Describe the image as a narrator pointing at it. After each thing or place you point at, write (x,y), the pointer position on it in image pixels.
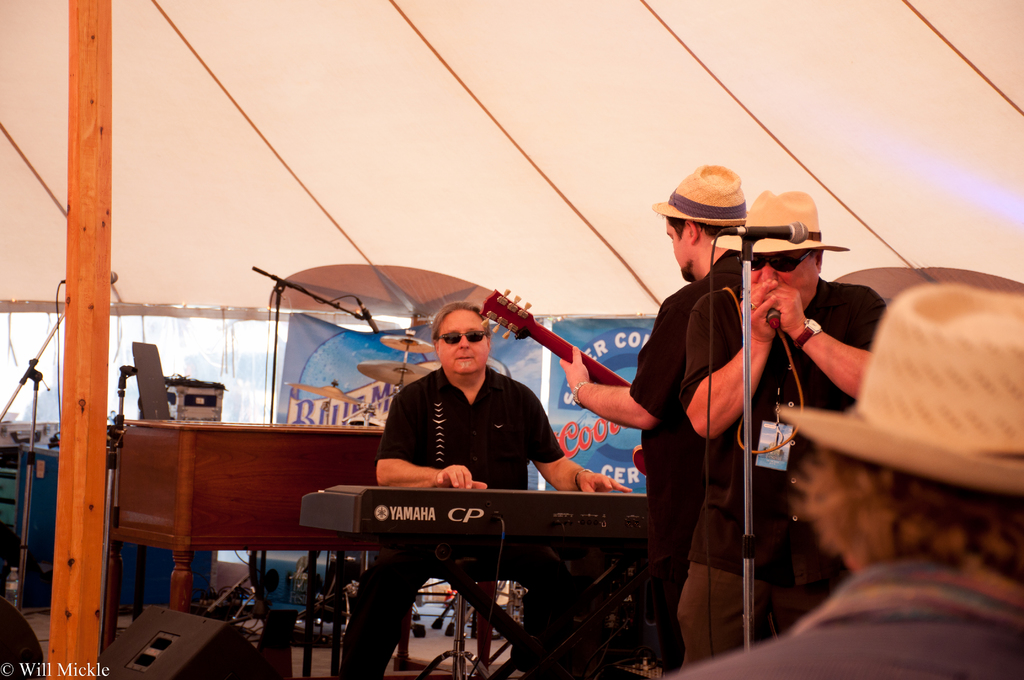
Bottom right side of the image (906,503) a person (896,412) is standing. In the middle of the image (677,310) few people (773,210) are standing and playing some musical instruments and this person (759,253) is holding a microphone (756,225). Behind them there is a banner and there are some electronic devices (119,503). Top of the image (229,226) there is roof (66,190).
